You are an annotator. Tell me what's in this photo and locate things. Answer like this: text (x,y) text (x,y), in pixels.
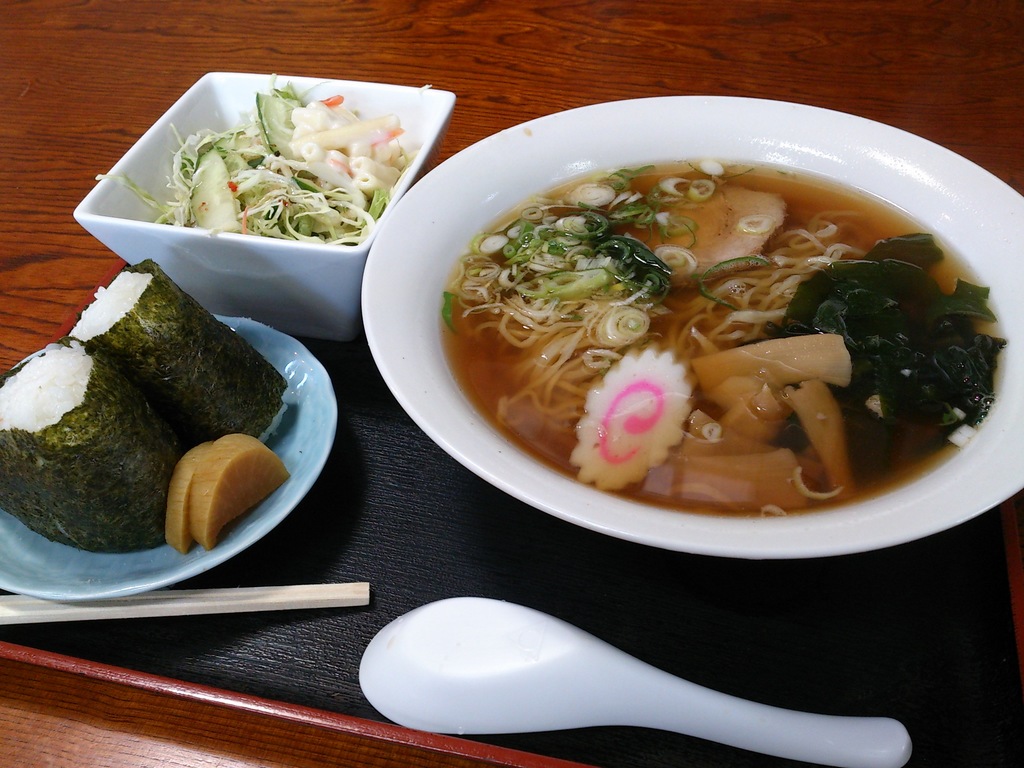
On this wooden table (506,42) we can able to see plates (309,463), tray (347,639), chopsticks (327,597), spoon (421,654), bowl (355,318) and food (507,331).
